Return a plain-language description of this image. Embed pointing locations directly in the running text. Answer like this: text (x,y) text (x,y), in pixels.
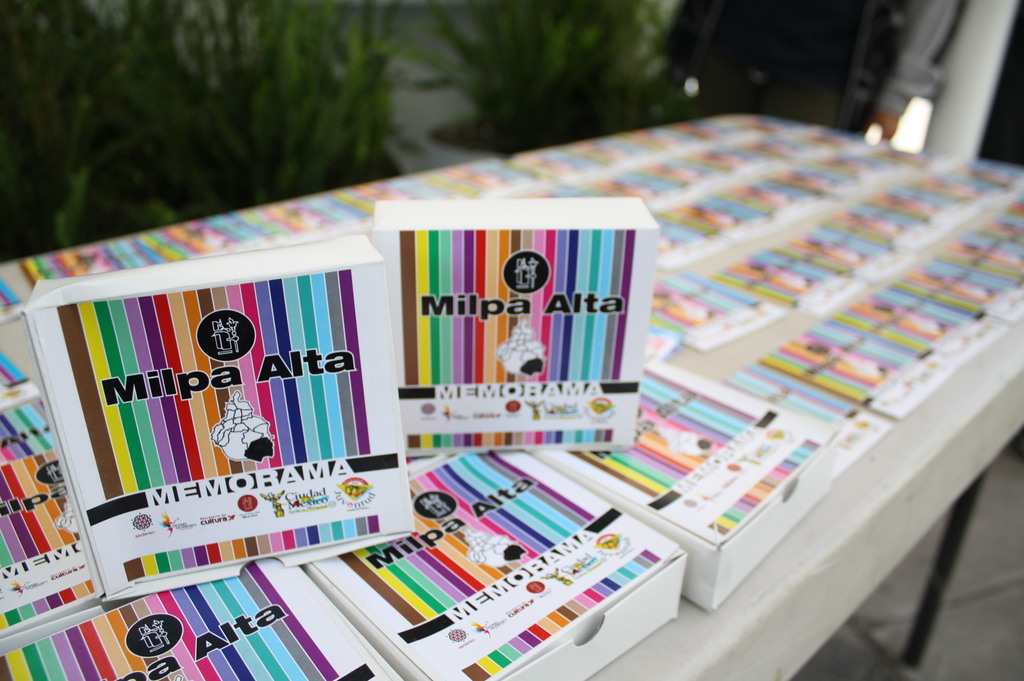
In this image I see lot of game boxes (1016,228) on the table (1022,414). In the background (226,194) I see few plants (660,43).
